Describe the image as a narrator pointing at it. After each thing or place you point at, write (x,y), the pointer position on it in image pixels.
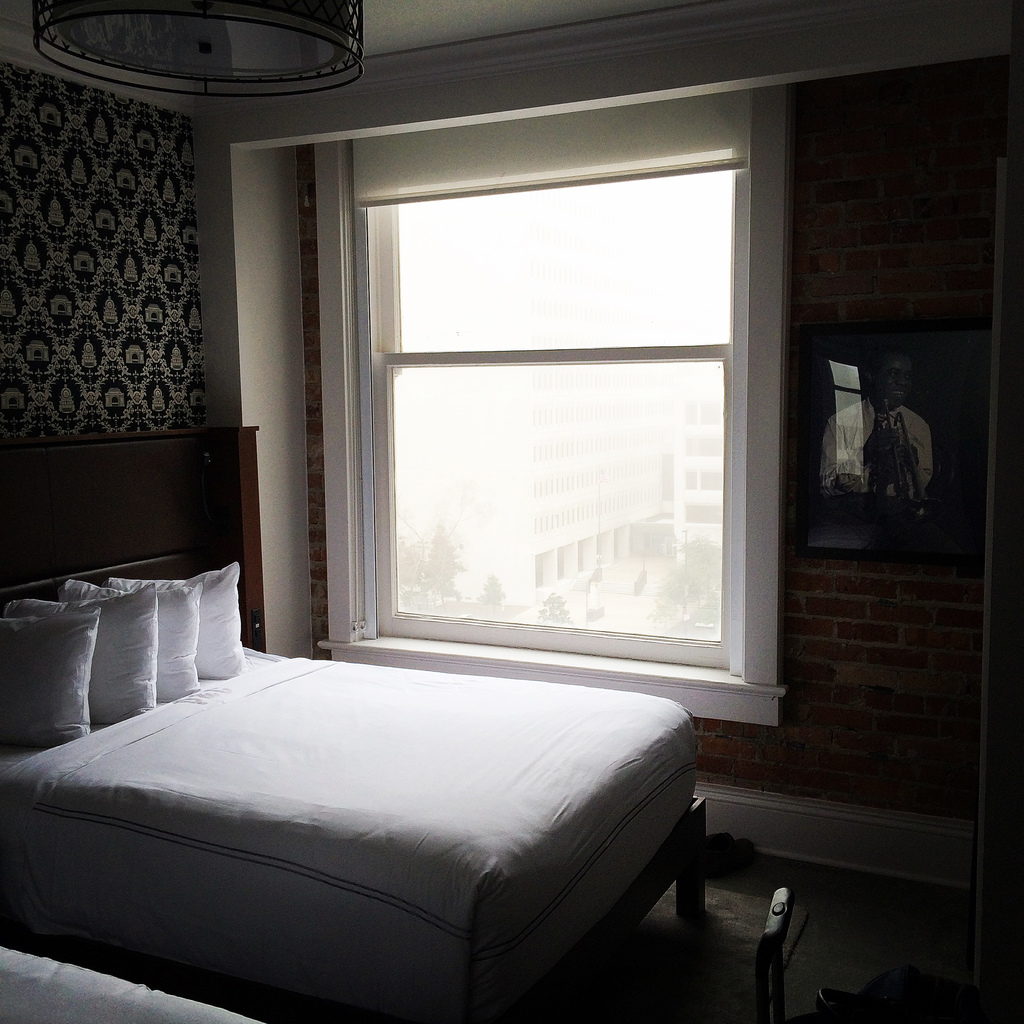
This image is taken inside a room (16,350). This room (290,4) consists of a bed (336,766), a blanket (480,823), a pillow (112,632) and a bed sheet (630,761) on it. At the top of the image (433,25) there is a ceiling (439,44). In the center of the image (634,596) there is a wall (880,126) with a glass window (492,438). At the bottom of the image (724,965) there is a floor (893,919) with mat (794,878).
